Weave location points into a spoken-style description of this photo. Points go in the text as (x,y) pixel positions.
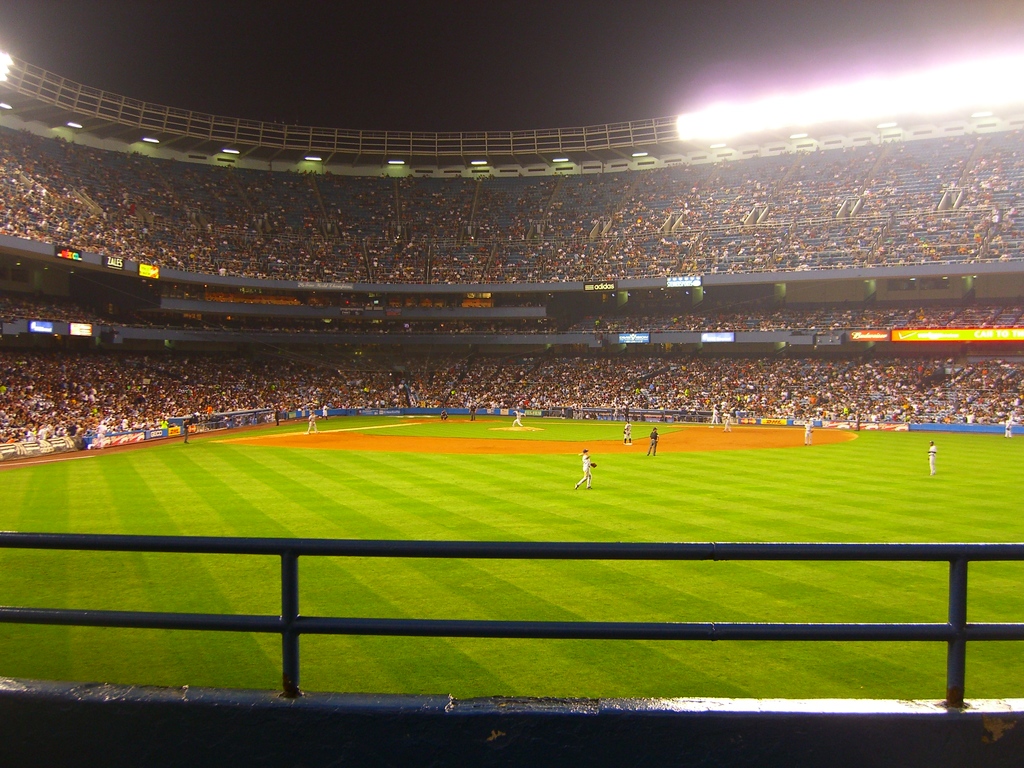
This image is taken in a stadium (392,399). In the center (397,432) there is ground (456,446) and on the ground (643,484) there are persons (584,450) playing and there are banners (157,270) with some text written on the banners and there is crowd (164,371) in the background (720,244). In the front (237,616) there is a railing (752,636) and on the top (690,117) there are lights (715,114).
